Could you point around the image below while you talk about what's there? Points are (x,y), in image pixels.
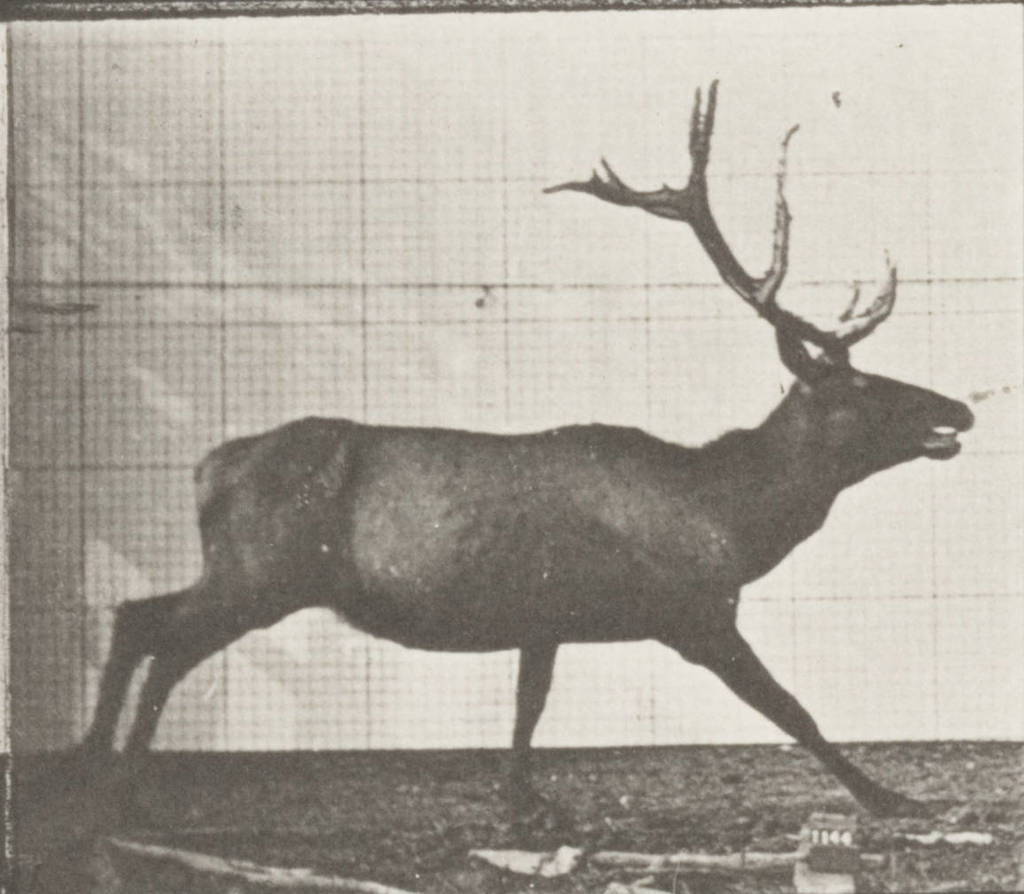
In this image we can see a picture of a deer (724,584).
